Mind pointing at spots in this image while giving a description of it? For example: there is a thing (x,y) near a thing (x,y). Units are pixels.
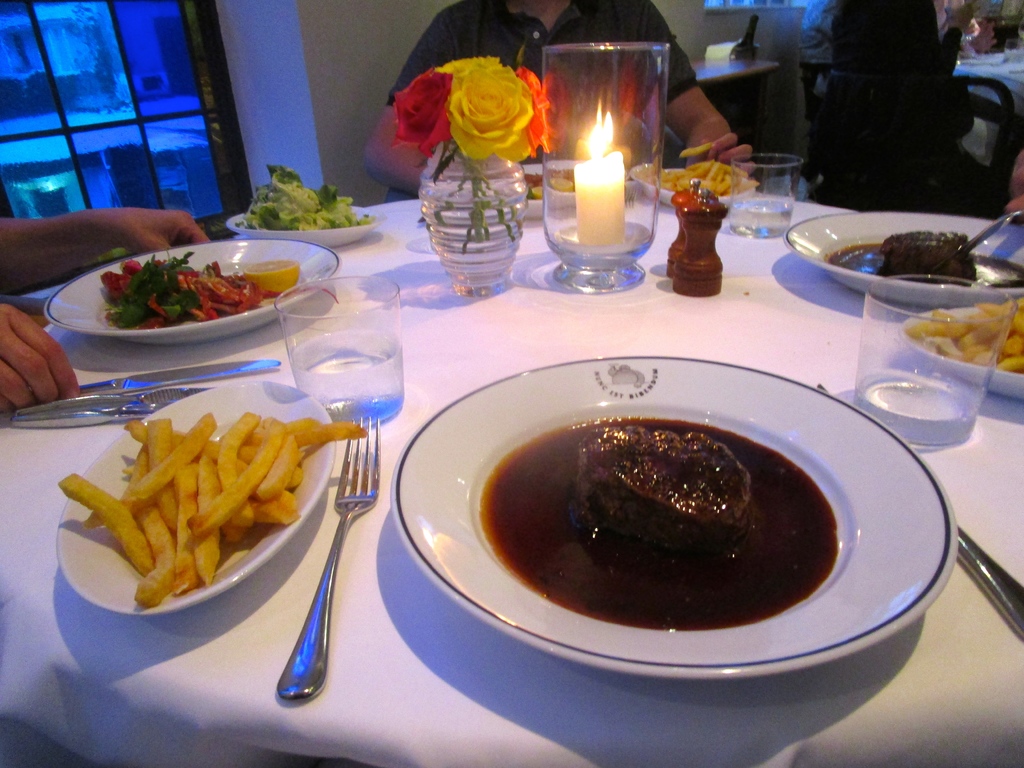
In this picture we can see few people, they are sitting on the chairs (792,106), in front of them we can see a flower vases (502,178), candle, glasses (943,372), forks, knives (257,364) and food (658,482) in the plates (212,255).
